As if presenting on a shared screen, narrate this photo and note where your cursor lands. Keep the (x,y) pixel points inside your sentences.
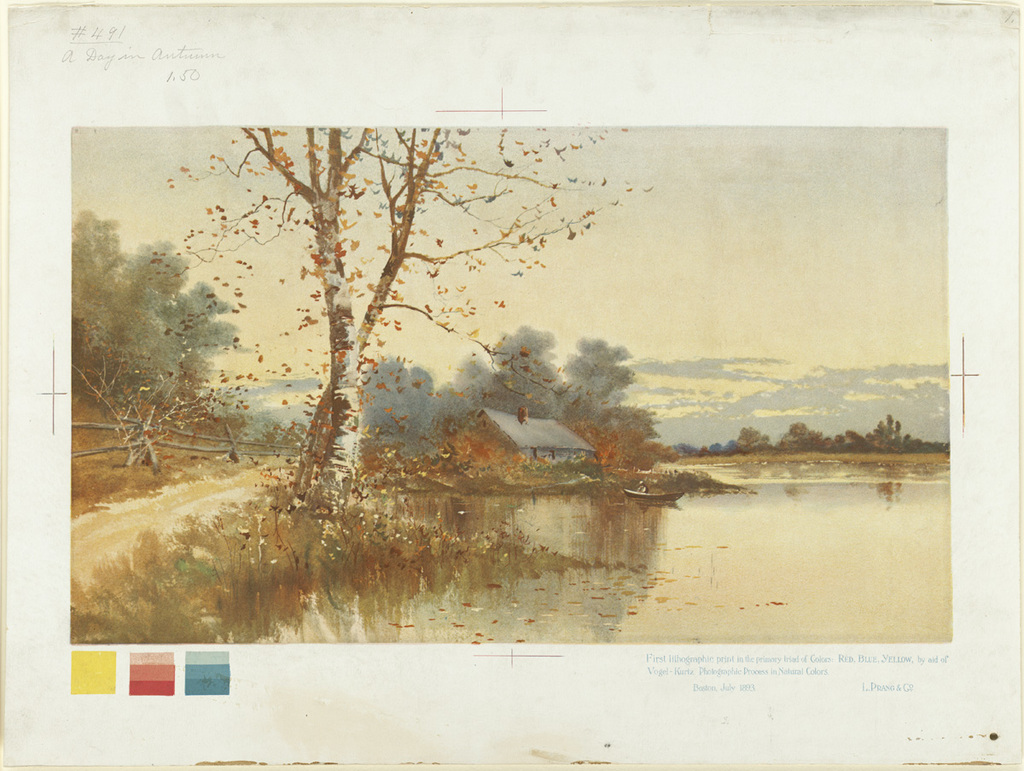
In this image we can see the pond (635,510) on the right side (707,626). Here we can see the trees (328,470) and plants (287,555) on the side of the pond (665,517). In the background (369,444), we can see a house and trees (373,419). Here we can see the wooden fence (236,443) on the left side (138,445). This is a sky (758,228) with clouds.
